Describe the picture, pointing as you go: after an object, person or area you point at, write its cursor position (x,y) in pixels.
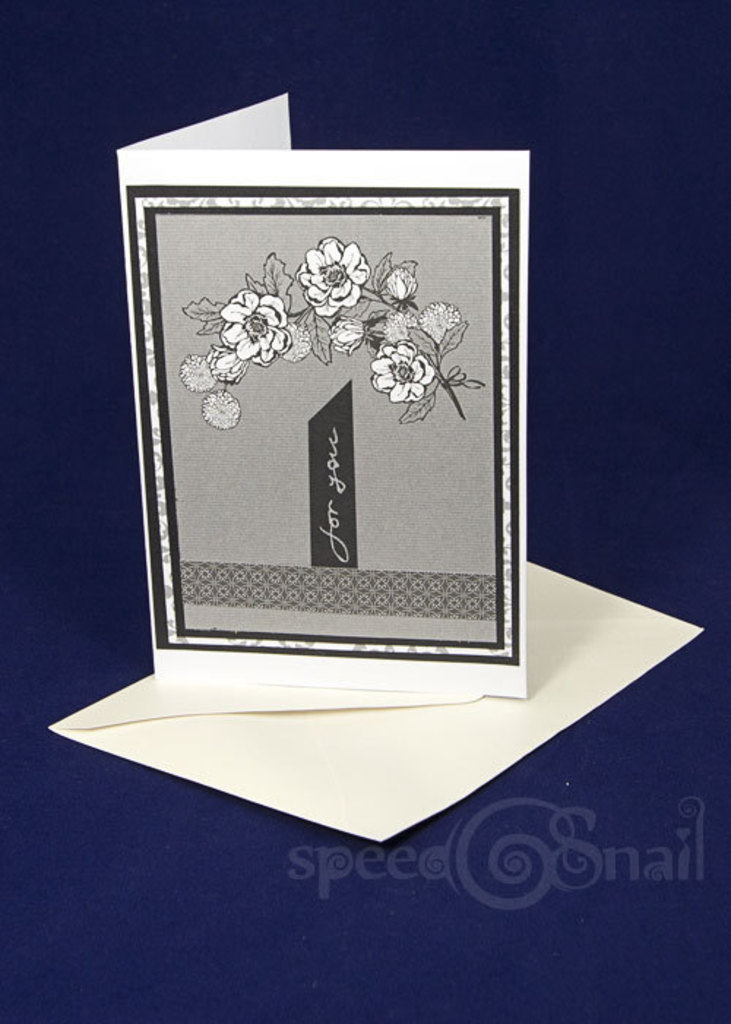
In this image I can see the greeting card (263,319) which is in black, white and ash in color. I can see an envelope (286,761) on the blue color surface (61,759). I can also see the name speed snail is written on the blue color surface (483,879).
